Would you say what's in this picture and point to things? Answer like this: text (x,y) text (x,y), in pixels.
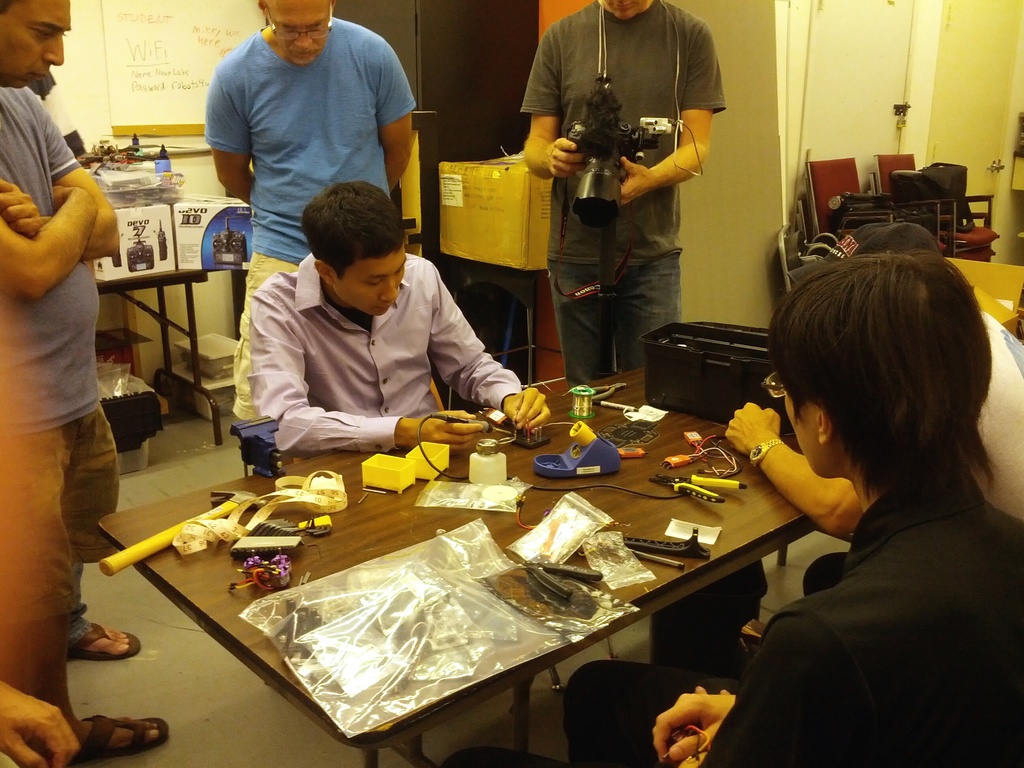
In the middle of the image (390,464) there is a table (648,566), on the table (695,515) there are some products (369,635) and few people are sitting surrounding the table (701,504). Behind them few people (708,54) are standing and holding something in their hands (643,175). Behind them there is wall (926,38) and there are some chairs (987,232) and tables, on the tables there are some boxes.
